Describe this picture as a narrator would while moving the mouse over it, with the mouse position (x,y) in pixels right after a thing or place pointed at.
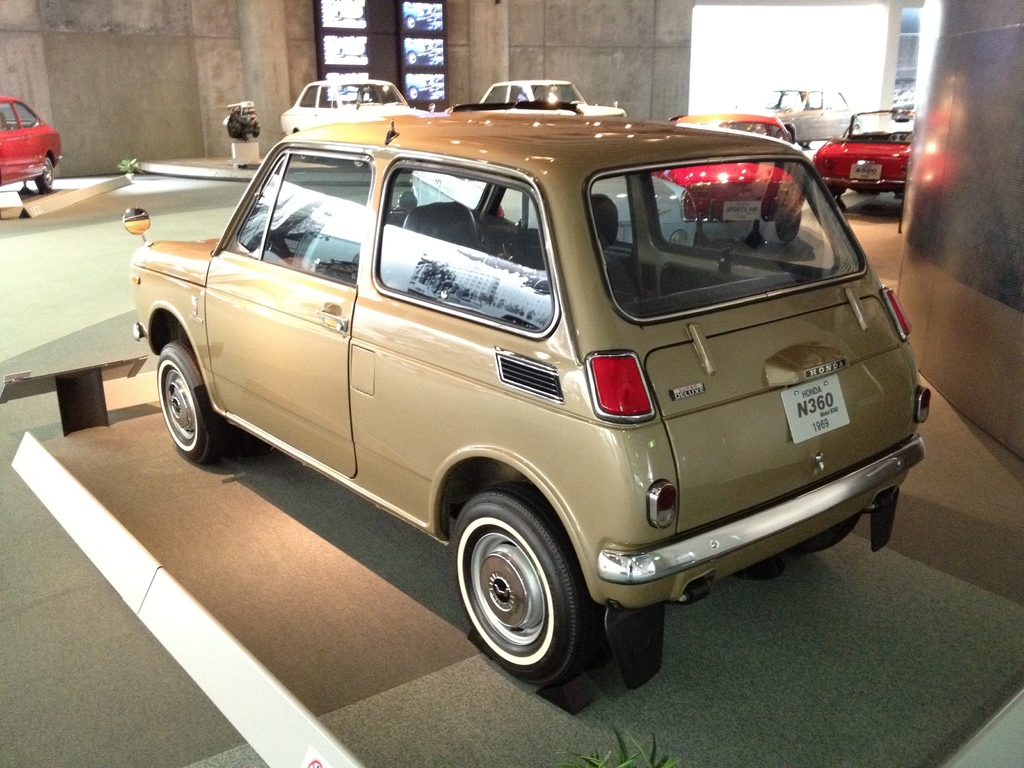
In this image we can see a group of cars (681,492) placed on the surface (109,233). We can also see some plants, a wall (157,156) and a window (316,229).
